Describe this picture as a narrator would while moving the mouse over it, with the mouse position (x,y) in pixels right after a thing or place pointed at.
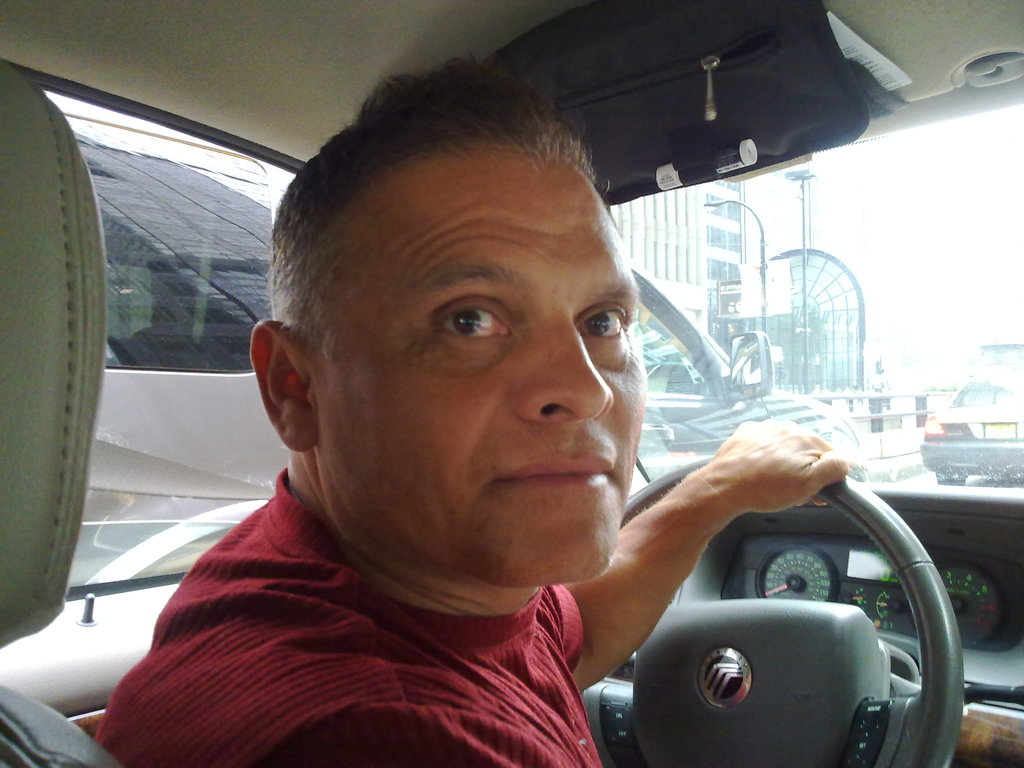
This is an inside view of a car (912,595). Here I can see a man (384,628) wearing a red color dress (476,685) and holding a steering (844,491). Out side I can see two more cars (694,372) and a building (821,289).
